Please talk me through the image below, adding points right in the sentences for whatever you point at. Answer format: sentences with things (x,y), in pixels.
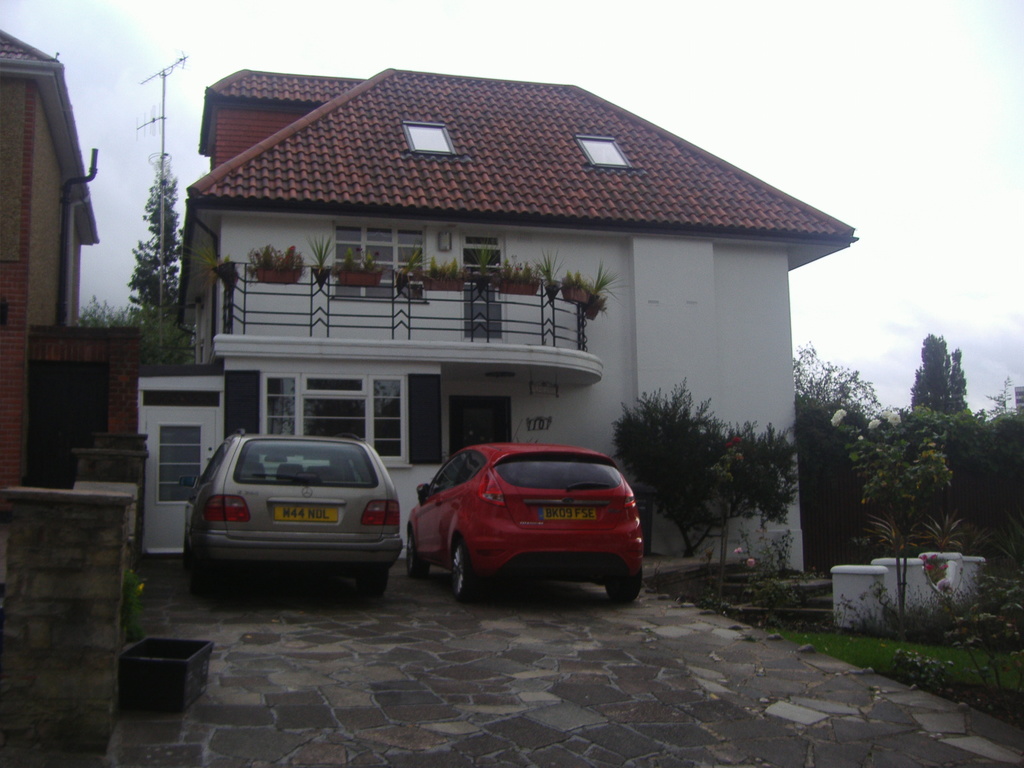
In this image I can see there are buildings (305,303). And there are potted plants (400,282) placed on the building (510,296). And in between the building (500,305) there is a satellite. And in front (148,650) there are cars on the ground (220,653) and there is a tub (165,668). And at the side there are trees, Flowers (933,560) and a marble (907,599) on the grass (834,642). And at the top (843,81) there is a sky (166,133).
